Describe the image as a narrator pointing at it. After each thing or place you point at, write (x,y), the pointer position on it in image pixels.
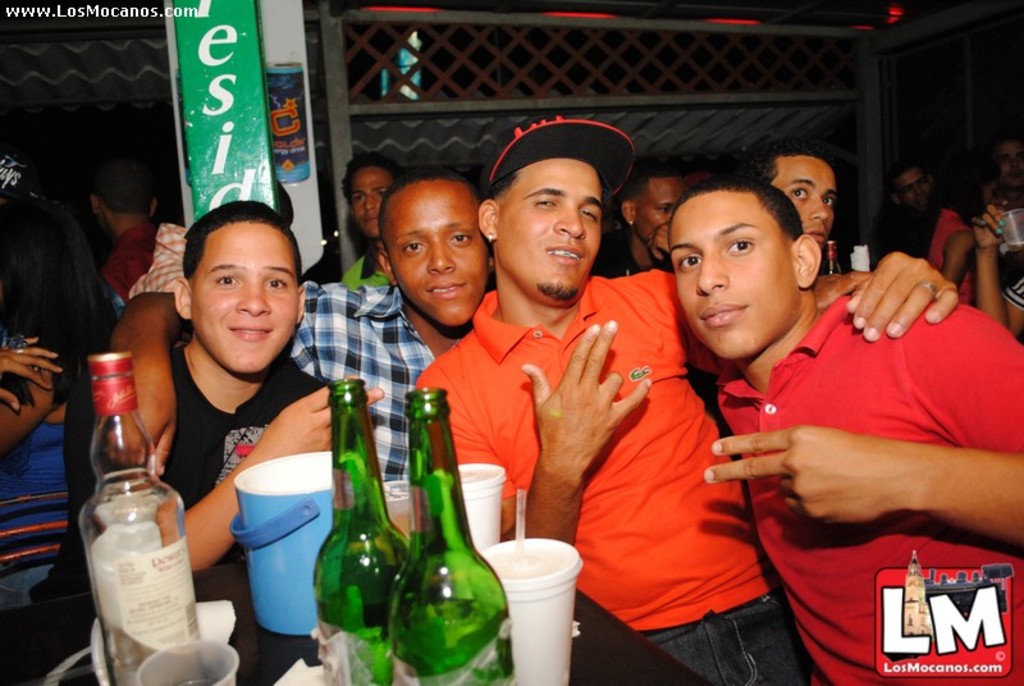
In the image we can see there are people (601,384) who are sitting and on the table (3,640) there is cups (202,680), bottles (367,610) and a bucket (305,519).
